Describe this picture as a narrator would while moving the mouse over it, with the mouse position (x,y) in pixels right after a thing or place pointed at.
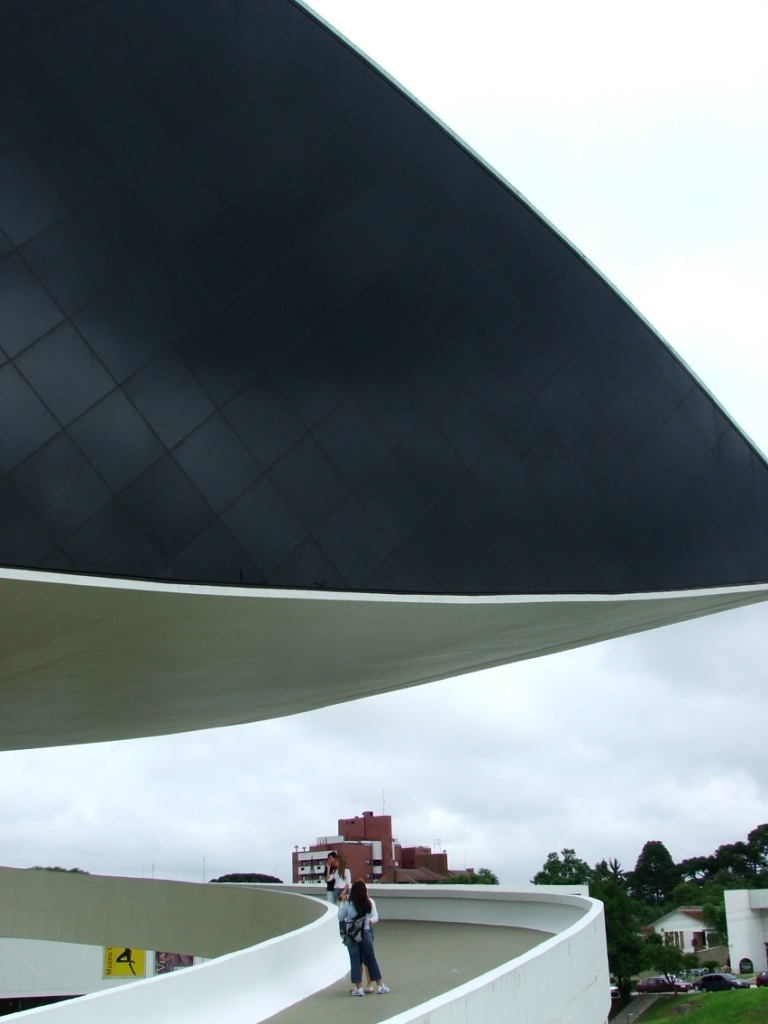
In this image I can see the roof (338,253) of a building (290,477). It is in black color. Under this few people (359,923) are standing on the floor (410,975). In the background (728,931), I can see the buildings (365,849) and trees (675,898). At the top (651,200), I can see the sky (676,651).
